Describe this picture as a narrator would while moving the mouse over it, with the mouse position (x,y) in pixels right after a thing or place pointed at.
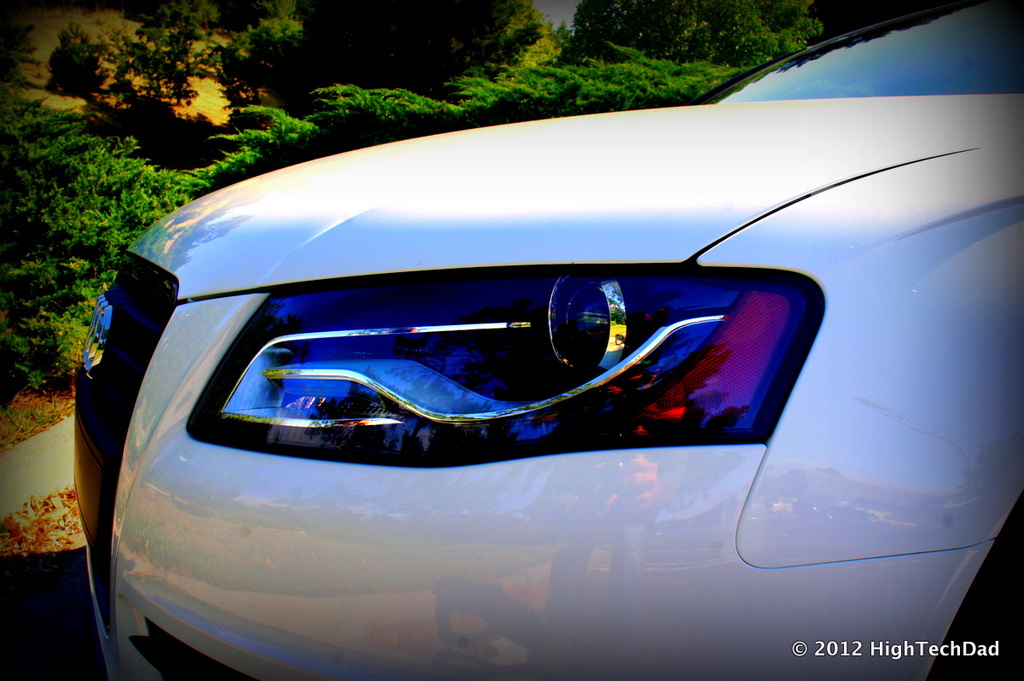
In the picture we can see this side view of the white color car (824,304) where we can see the headlights (439,456). Here we can see the watermark (957,650) at the bottom right of the image (901,650).
